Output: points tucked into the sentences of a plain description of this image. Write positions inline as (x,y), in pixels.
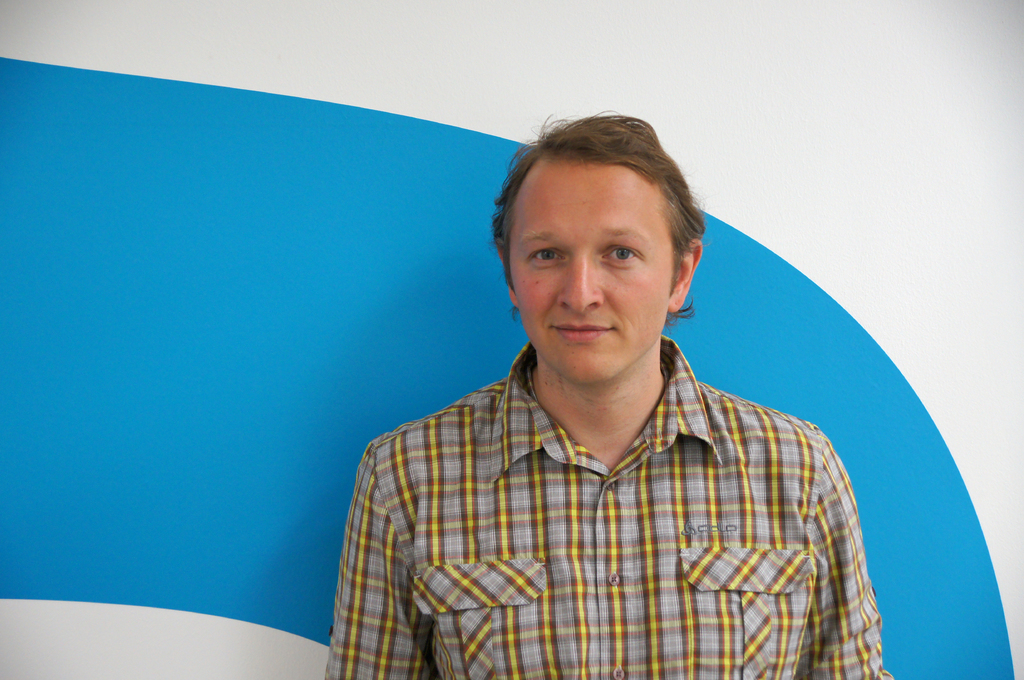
This image consists of a man (515,576) standing. In the background (236,417), we can see a wall (339,218) in blue and white color.
